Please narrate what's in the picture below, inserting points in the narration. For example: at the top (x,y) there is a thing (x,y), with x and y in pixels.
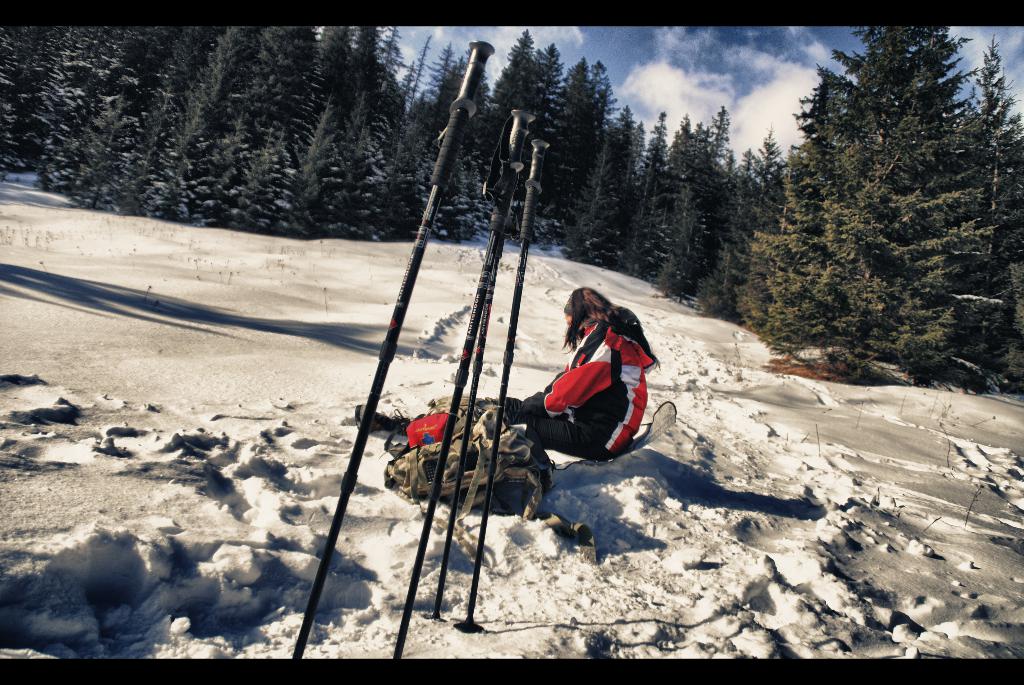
We can see sticks (311,603) and bag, there is a person (566,401) sitting on snow (587,271). In the background (645,124) we can see trees (186,142) and sky (708,60) with clouds (706,69).
